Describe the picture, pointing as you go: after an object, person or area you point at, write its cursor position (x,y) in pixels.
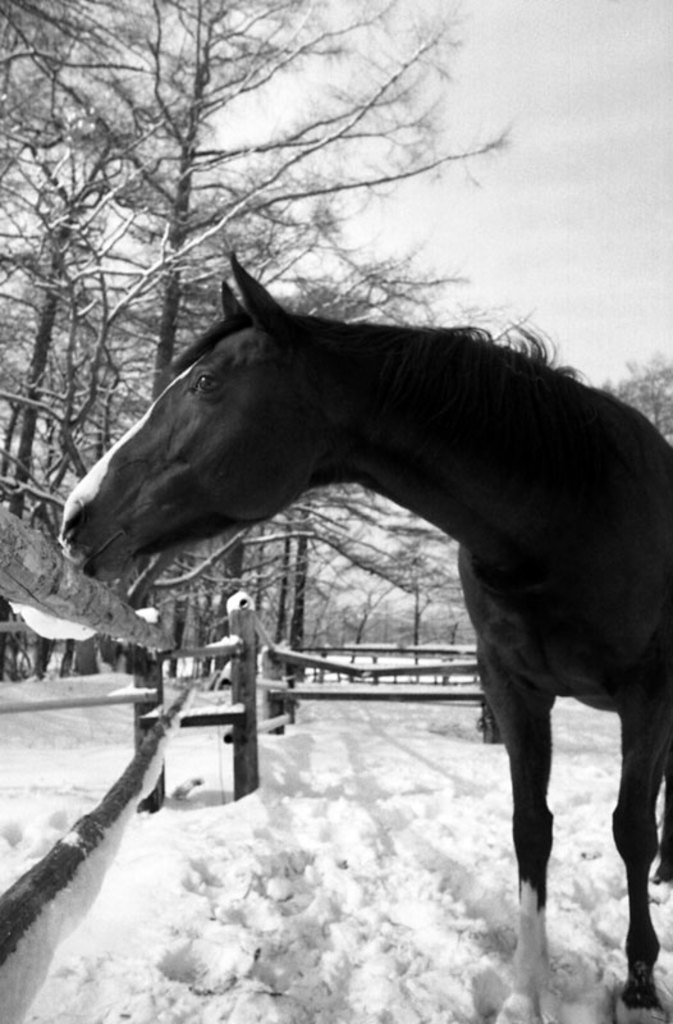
In this image I can see an animal (439,479) standing in-front of the fencing (242,736). In the background (275,523) there are many trees (79,280) and the sky (405,190). I can see an animal (523,642) is on the snow (244,895). And this is a black and white image.
